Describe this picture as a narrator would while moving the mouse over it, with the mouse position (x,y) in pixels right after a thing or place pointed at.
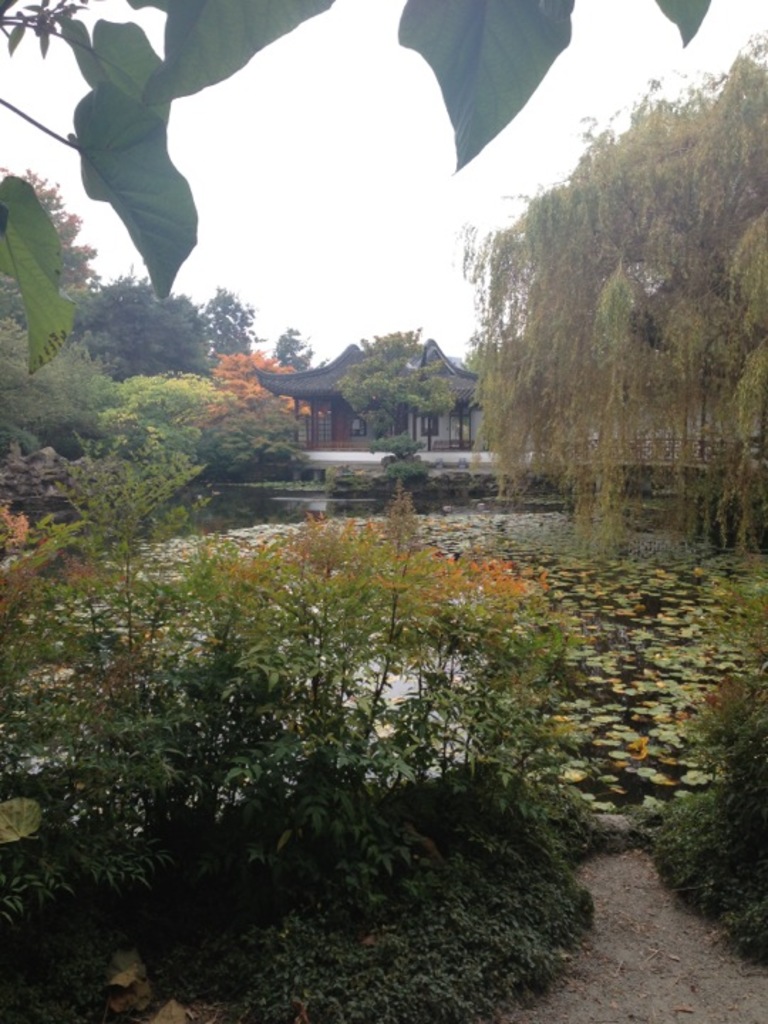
This image is taken outdoors. At the bottom of the image (433,934) there is a ground (599,993) with grass (567,936) and a few plants (310,714) on it. In the middle of the image (265,515) there is a pond (652,712) with water (598,695) and lotus leaves (671,662). In the background (475,406) there are many trees (225,461) and a house (454,399). At the top of the image (421,206) there is a sky (370,159).
